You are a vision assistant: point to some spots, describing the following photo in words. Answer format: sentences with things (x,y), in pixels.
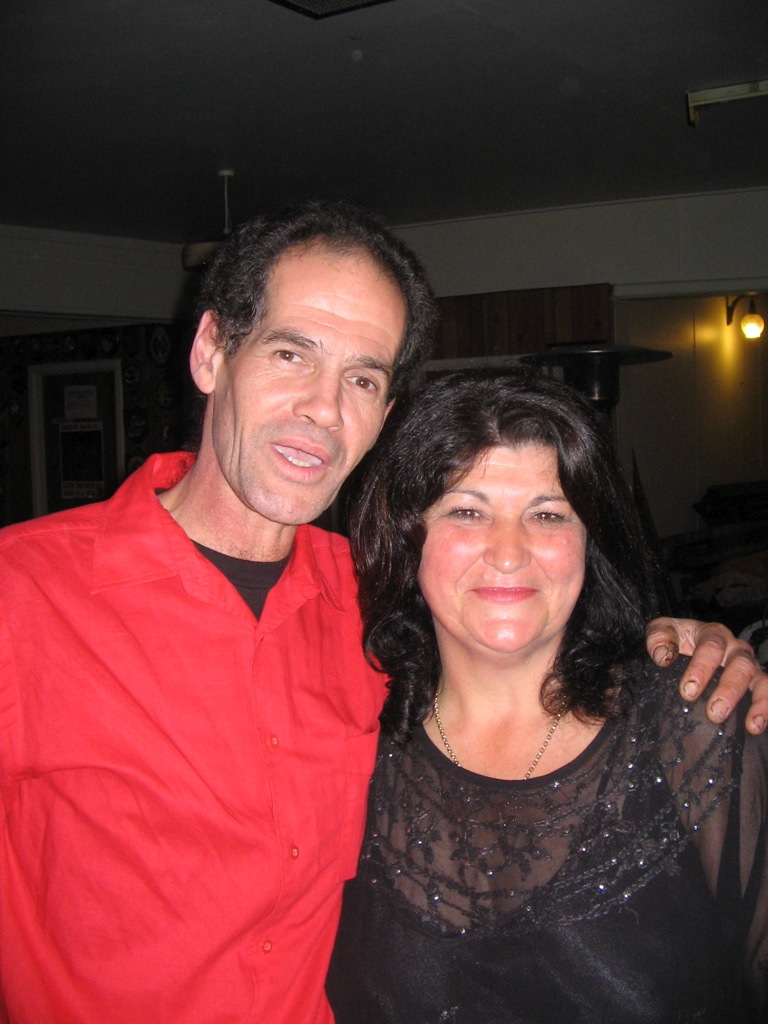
In this picture we can see two people (465,832), they are smiling and in the background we can see a roof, wall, light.
